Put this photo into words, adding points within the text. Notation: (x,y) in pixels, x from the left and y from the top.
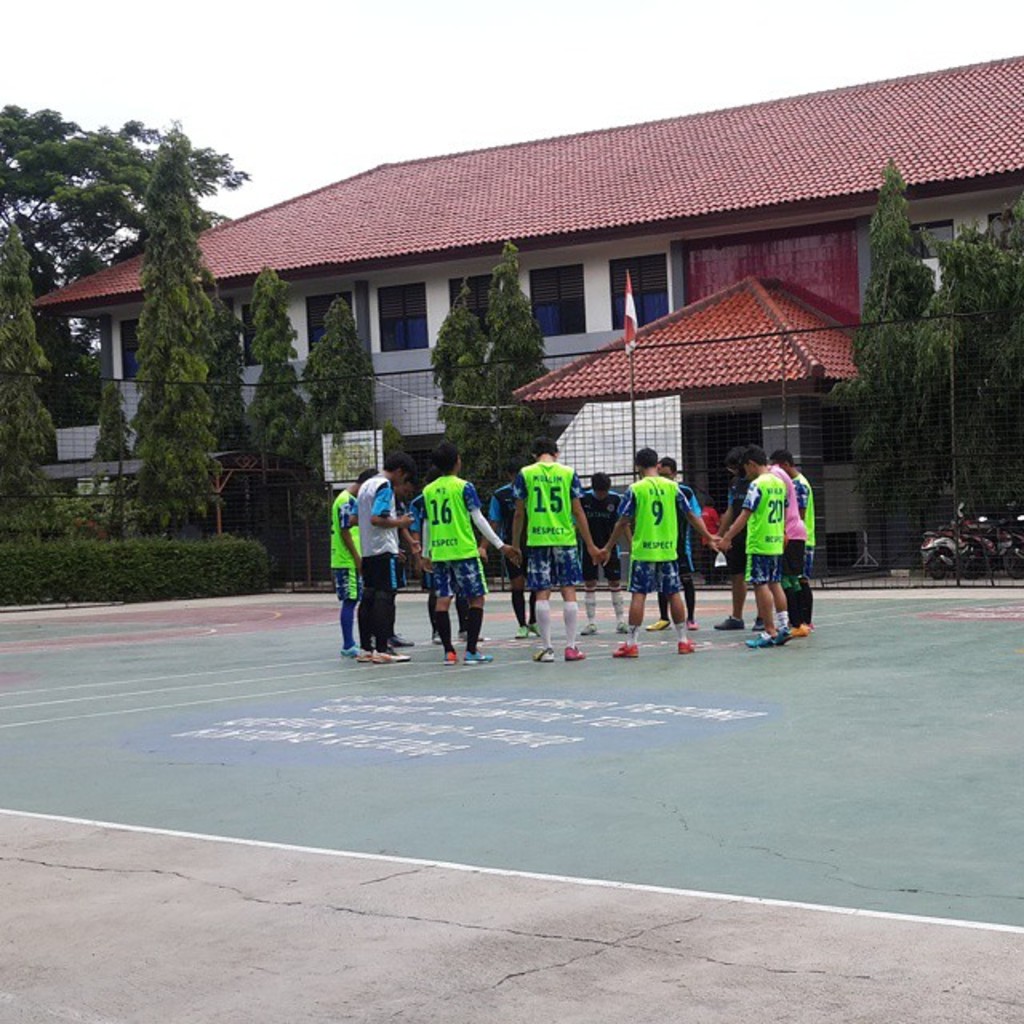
In this image there are group of people (655,476) standing together in ground (54,806), beside that there are so many trees (525,379) and building (787,233).
